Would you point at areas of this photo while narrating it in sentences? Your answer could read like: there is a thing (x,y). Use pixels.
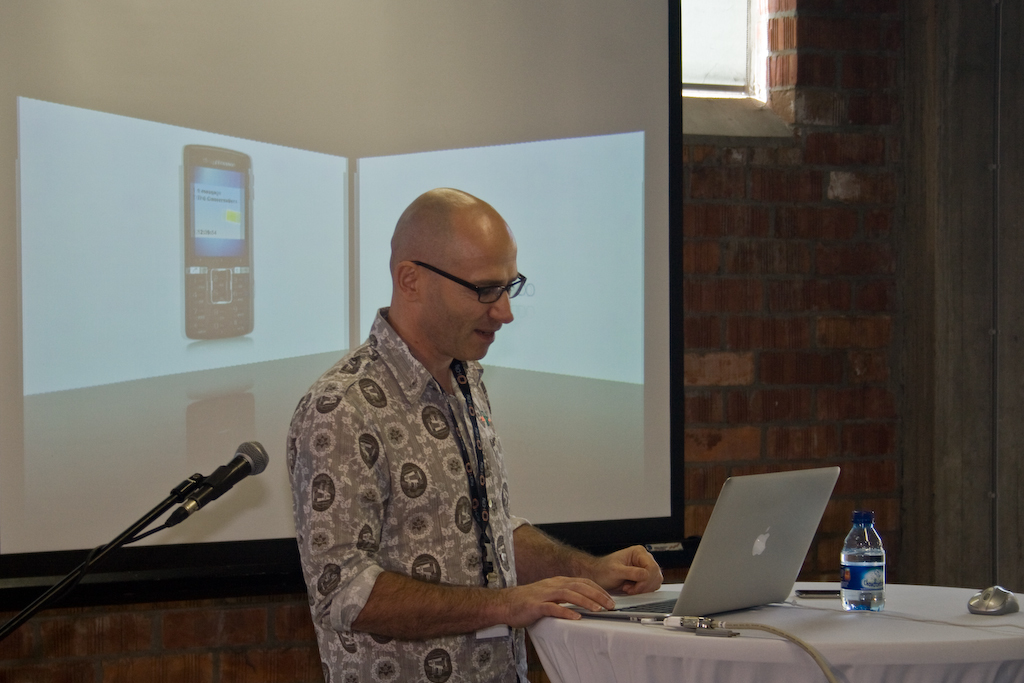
In this image there is a man (411,454) standing facing towards the right side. In front of him there is a table (756,655) which is covered with a white color cloth (679,650). On the table (623,631) a laptop (737,582), bottle (852,588) and some other objects (724,636) are placed. The man (441,474) is looking into the laptop (730,584). On the left side (196,501) there is a mike stand (40,596). In the background (221,180) there is a screen (623,186) is attached to the wall (765,243). On the screen (235,266), I can see an image (193,302) of a mobile (234,273).
